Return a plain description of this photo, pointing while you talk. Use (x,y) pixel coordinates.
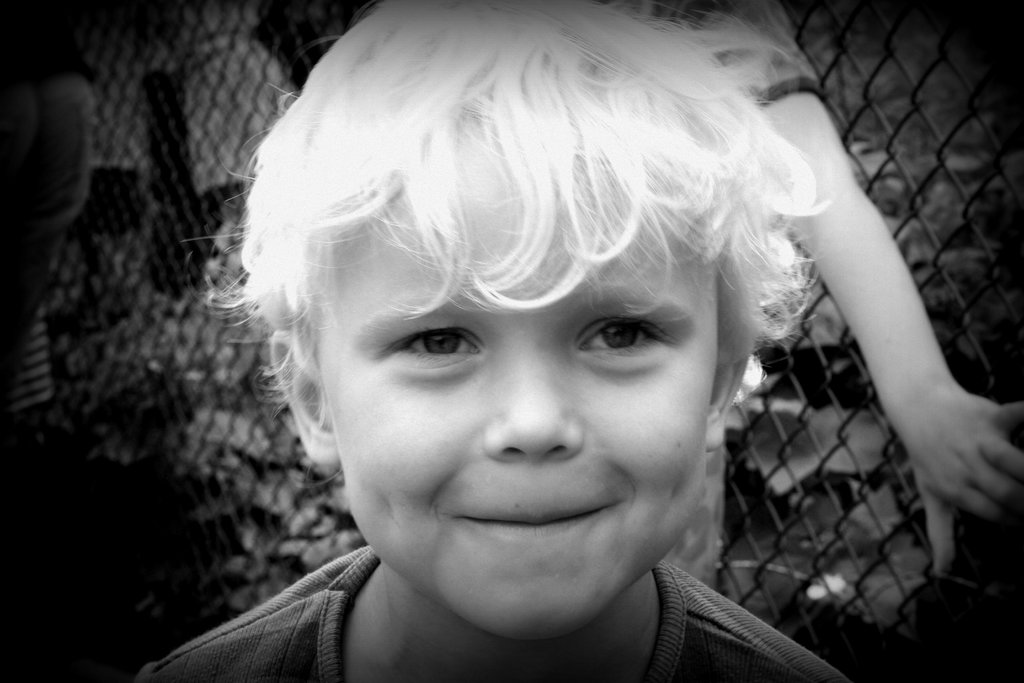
This is black and white image where we can see a boy (586,616). Background of the image (196,454) fencing (987,281) and a person (811,109) is present.
